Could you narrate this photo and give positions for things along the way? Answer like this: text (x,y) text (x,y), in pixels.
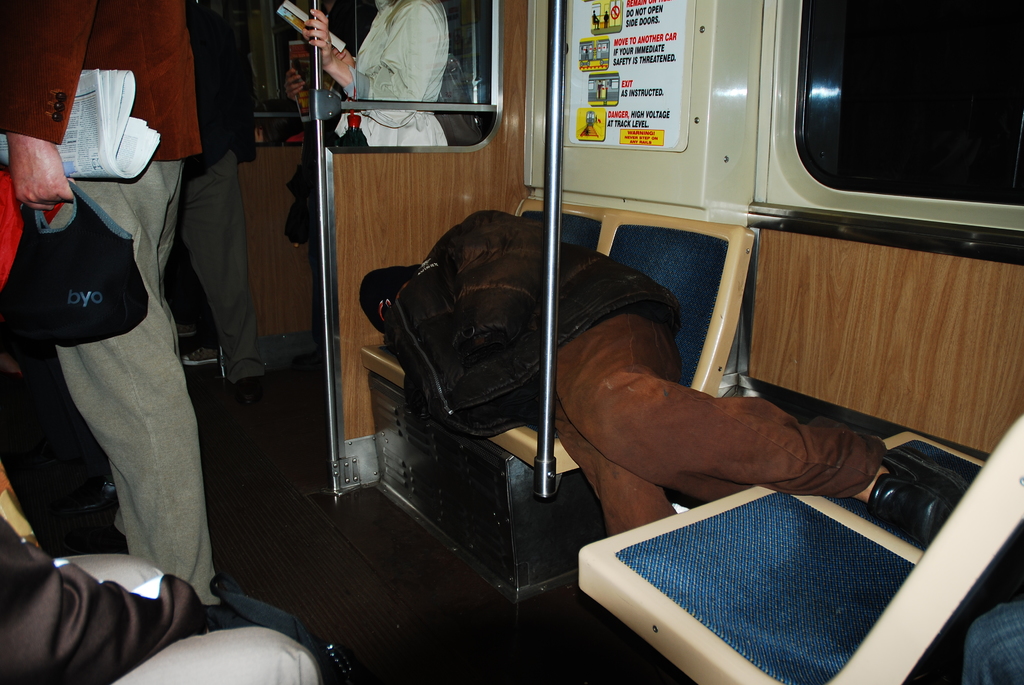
In this image we can see a person (584,411) who is laying on the seat (659,239) in front of the pole (560,120) and behind there is a poster (666,118) and around there are some other people (178,556) holding somethings.
